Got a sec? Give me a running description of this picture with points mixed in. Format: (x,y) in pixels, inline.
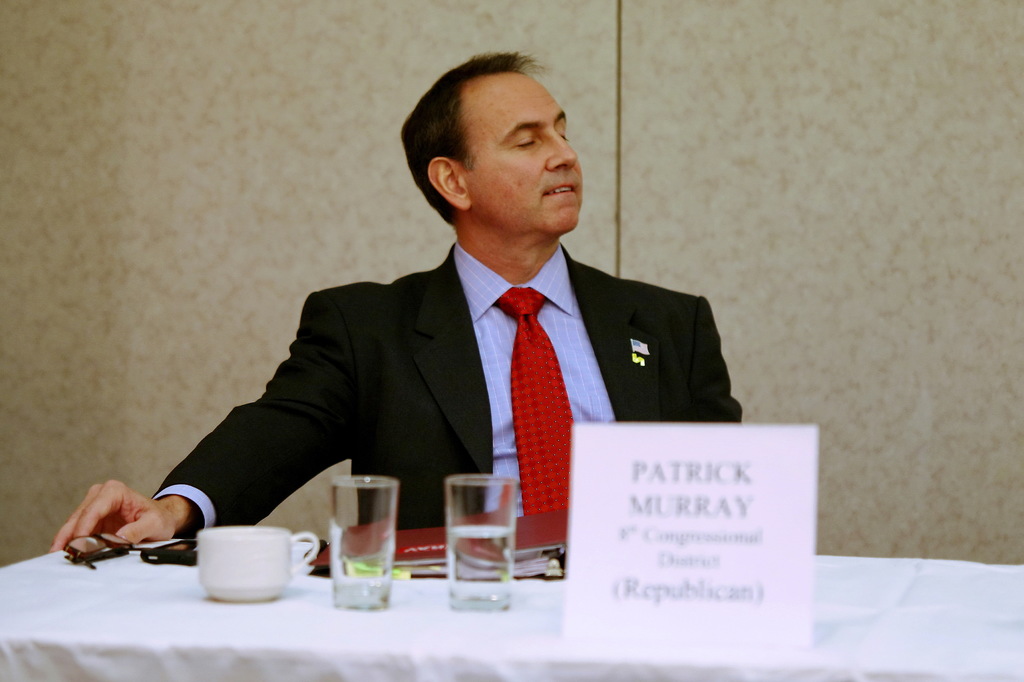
Here we can see a man (455,278) sitting on a chair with a table (436,647) in front of him and there is a cup (311,560) and couple of glasses (392,556) present on the table (306,594) with a name card (648,531) present on the table (418,579).
